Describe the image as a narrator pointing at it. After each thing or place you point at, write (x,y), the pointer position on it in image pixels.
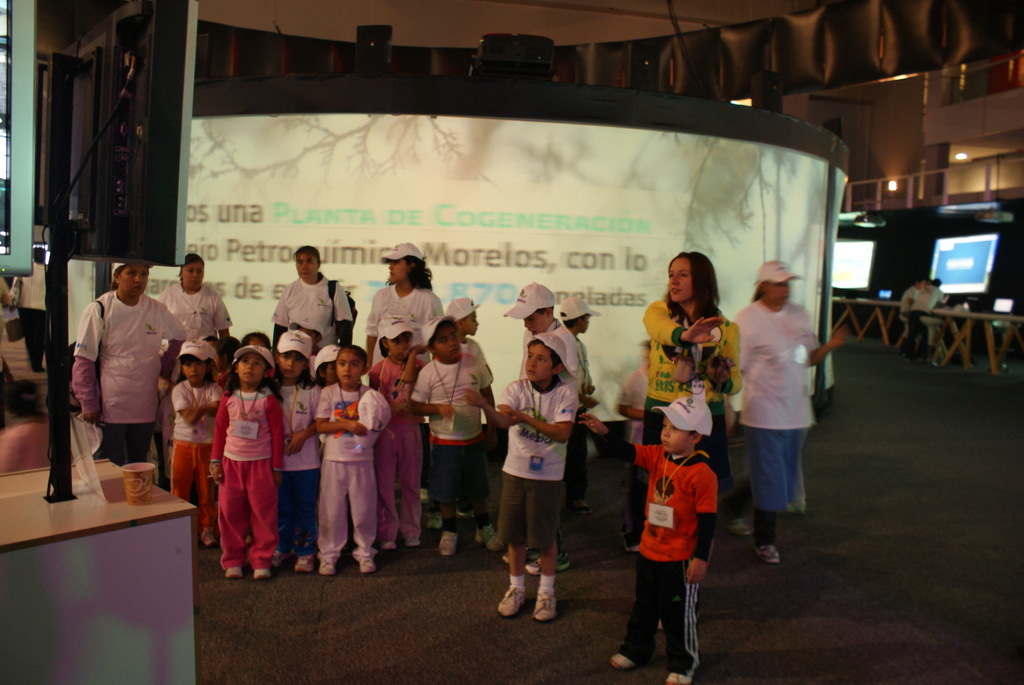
In this image there are group of people (549,456) with hats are standing, and in the background (497,391) there are screens (727,204), tables (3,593), lights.
